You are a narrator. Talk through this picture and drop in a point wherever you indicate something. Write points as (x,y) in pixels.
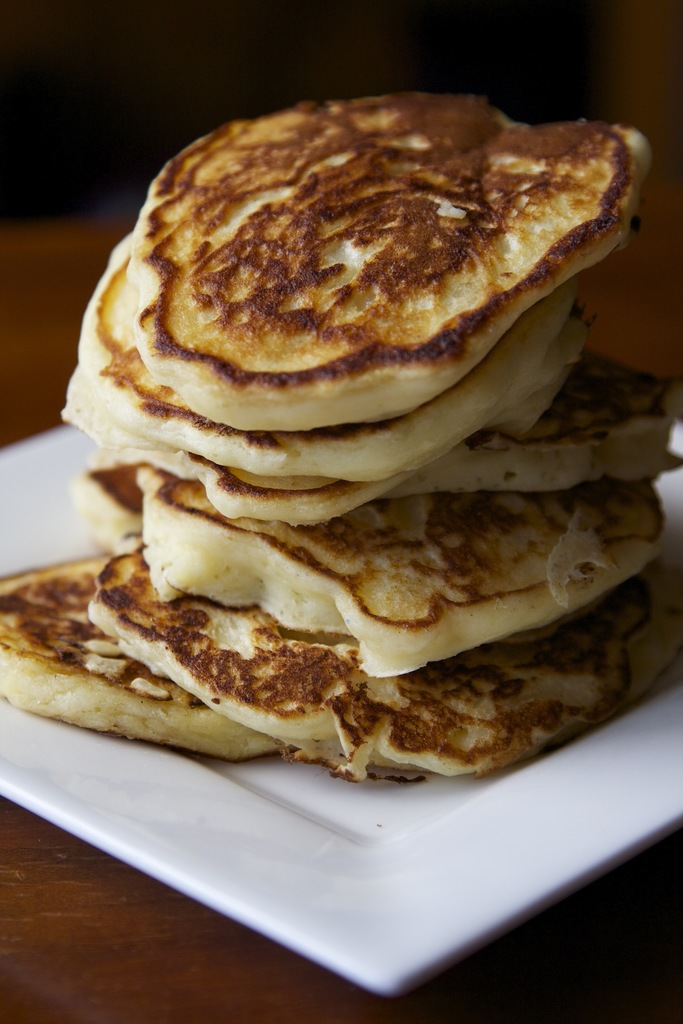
In this picture I can see food items (298,438) on a white color tray (571,771). This tray (265,822) is on a surface (192,924).
